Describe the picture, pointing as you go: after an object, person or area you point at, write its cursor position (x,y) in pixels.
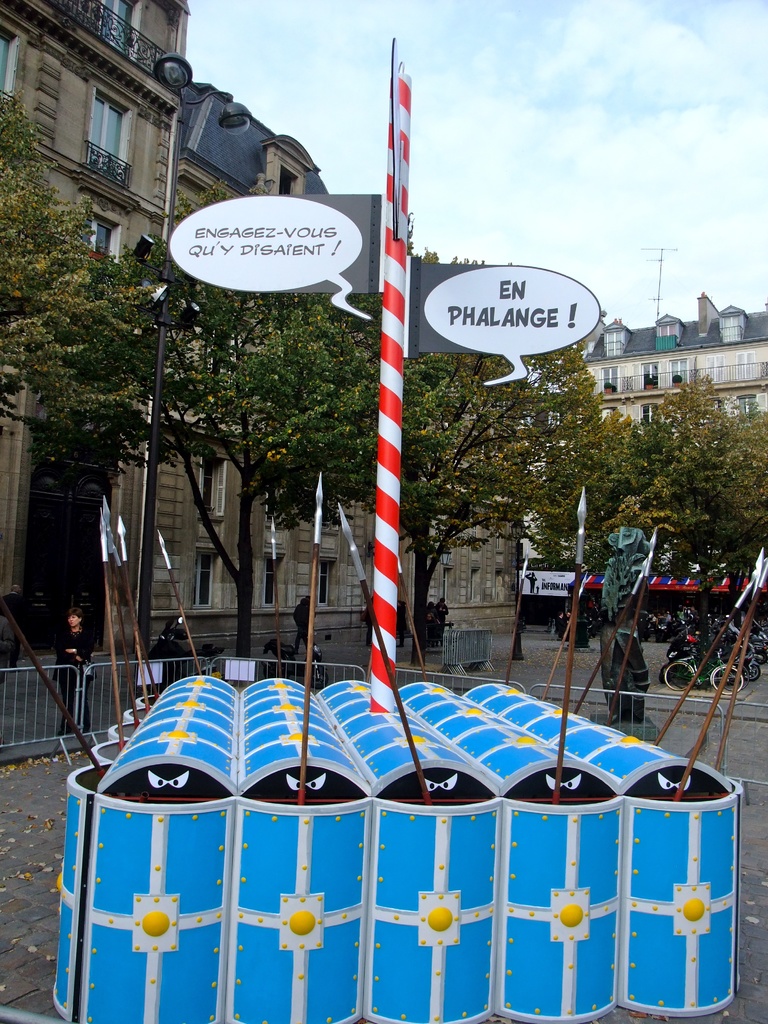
Here in this picture we can see a pole (405,105) present on a place (413,707) that is covered with iron sheets (182,830) and beside that we can see some boards (307,265) present and we can see trees (637,493) also present over there and in the far we can see bicycles (687,662) present and we can also see statue (627,619) present and we can see buildings (718,390) present over there and on the left side (51,699) we can see a railing (78,709) present over there and we can see clouds (659,20) in the sky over there.
